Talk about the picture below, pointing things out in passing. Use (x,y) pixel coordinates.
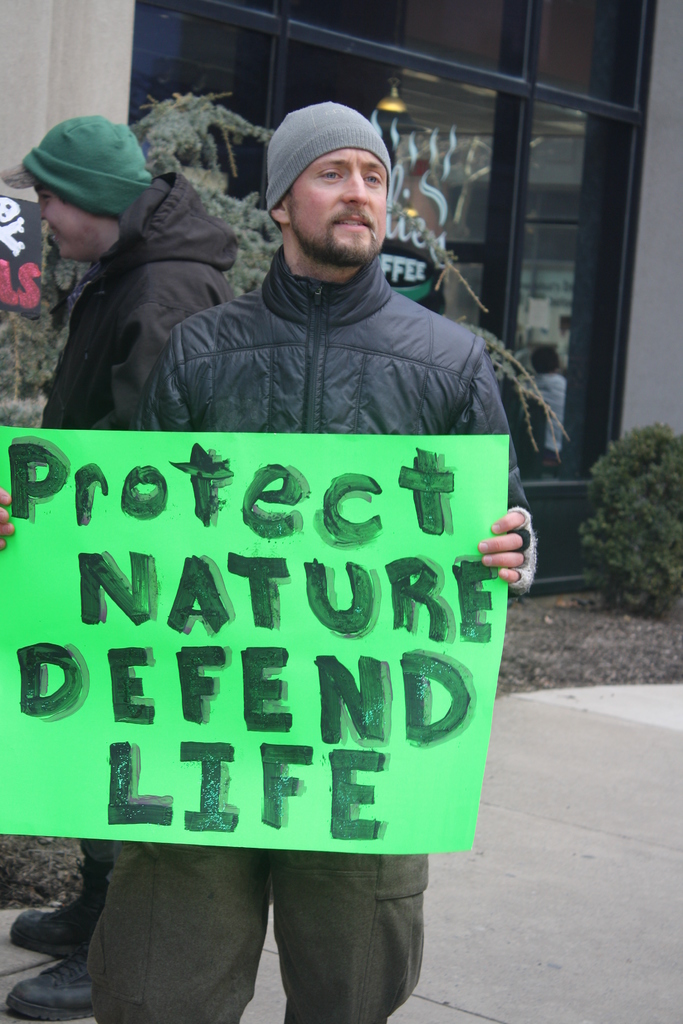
In this image I see 2 men (295,229) who are standing and I see that this man (247,360) is holding a green color paper (273,520) in his hands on which there is something written and I see the path (603,795). In the background (147,10) I see the glasses (147,22) over here and I see the bush (667,485) over here and I see the wall (641,404).
